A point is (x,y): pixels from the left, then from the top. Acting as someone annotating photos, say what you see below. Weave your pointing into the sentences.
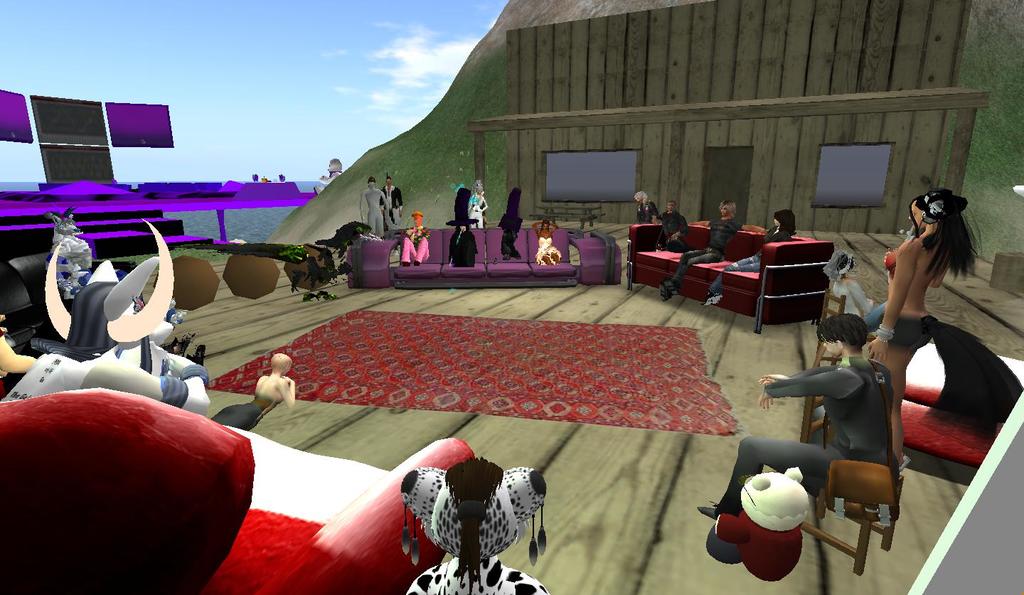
This picture is consists of a PC games in the image, where there are different people (91,356) and animals (92,370) on the wooden deck (852,248) and there is water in the background area of the image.
